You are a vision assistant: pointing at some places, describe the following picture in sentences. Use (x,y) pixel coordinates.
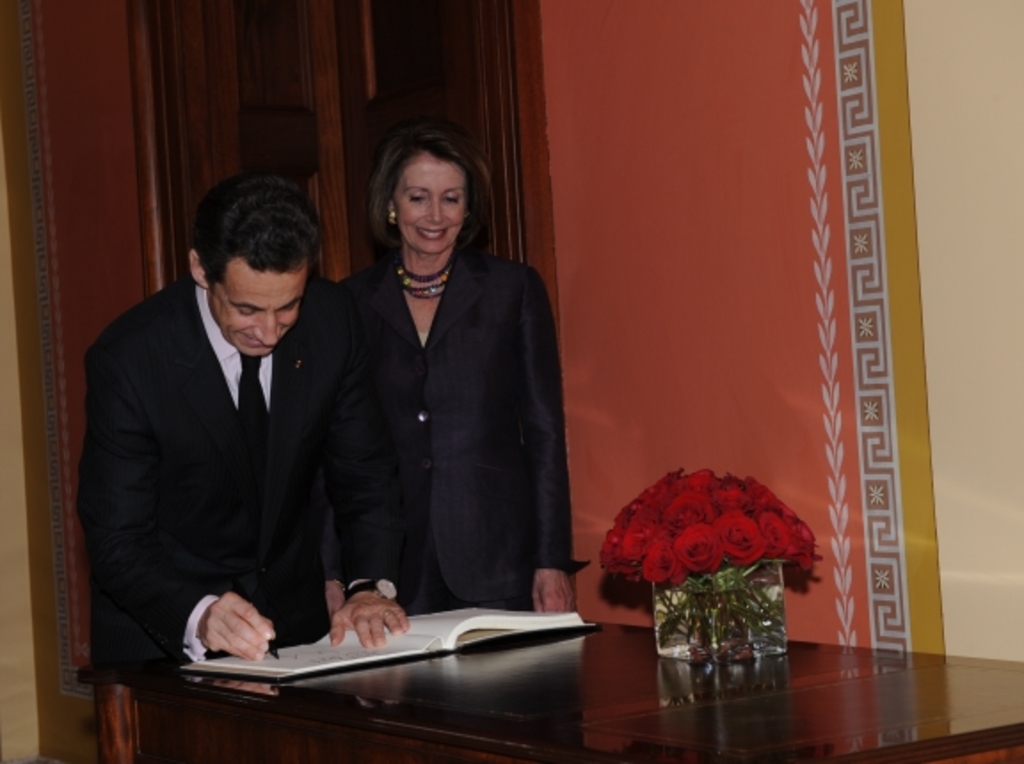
The person (232,433) in the left (246,468) is writing something in a book (326,647) which is on the table (495,679) and there is another women (416,473) standing beside him and there is also a flower vase (720,525) on the table (729,675).
